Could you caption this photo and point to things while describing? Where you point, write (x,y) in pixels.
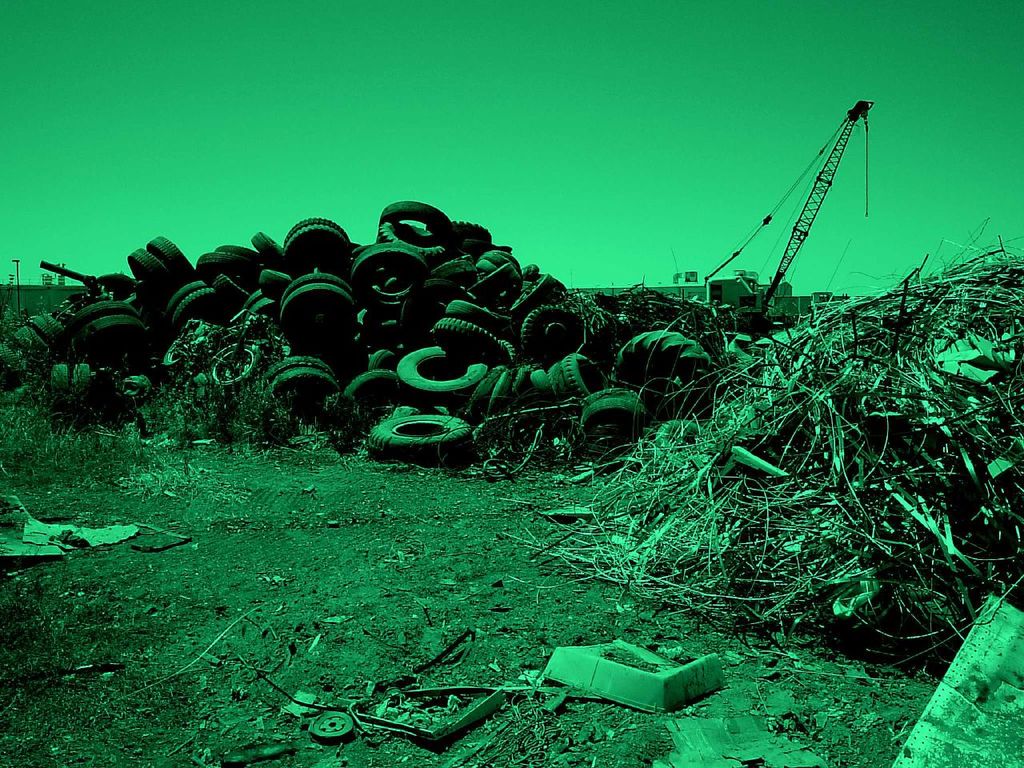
In this image there are so many tires (656,406) and some stuff (743,420) on the surface (433,581), behind them there is a crane (754,287) and the sky (474,95).
